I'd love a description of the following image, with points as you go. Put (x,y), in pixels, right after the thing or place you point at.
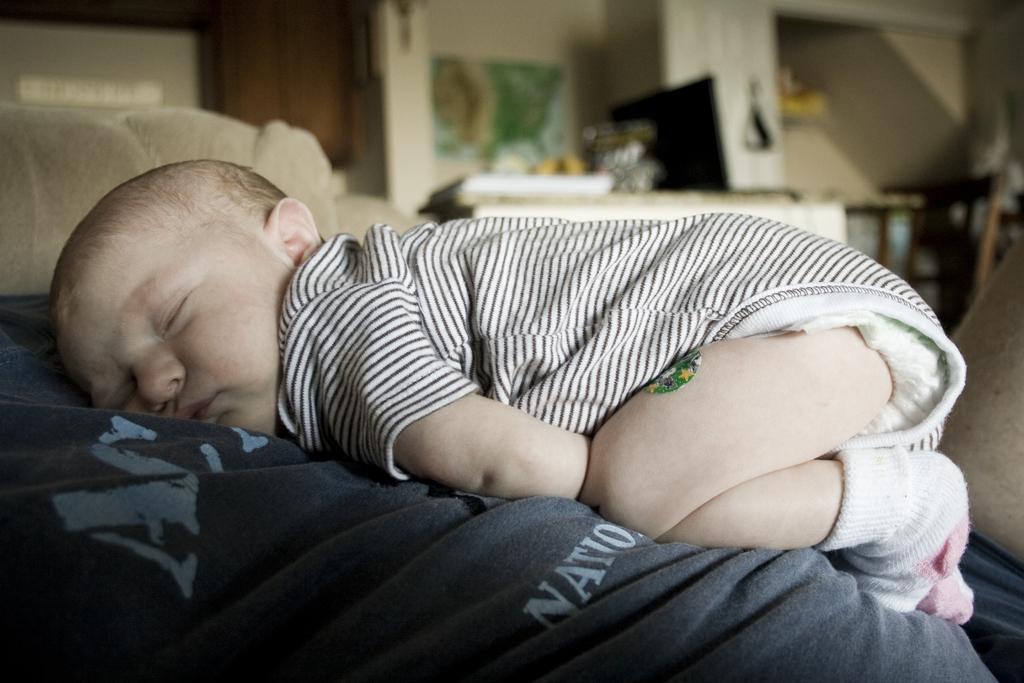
In the center of the image (351,391) we can see a baby (562,426) sleeping on a person (521,603). In the background (469,197) there is a table (624,212) and a wall (853,106).
